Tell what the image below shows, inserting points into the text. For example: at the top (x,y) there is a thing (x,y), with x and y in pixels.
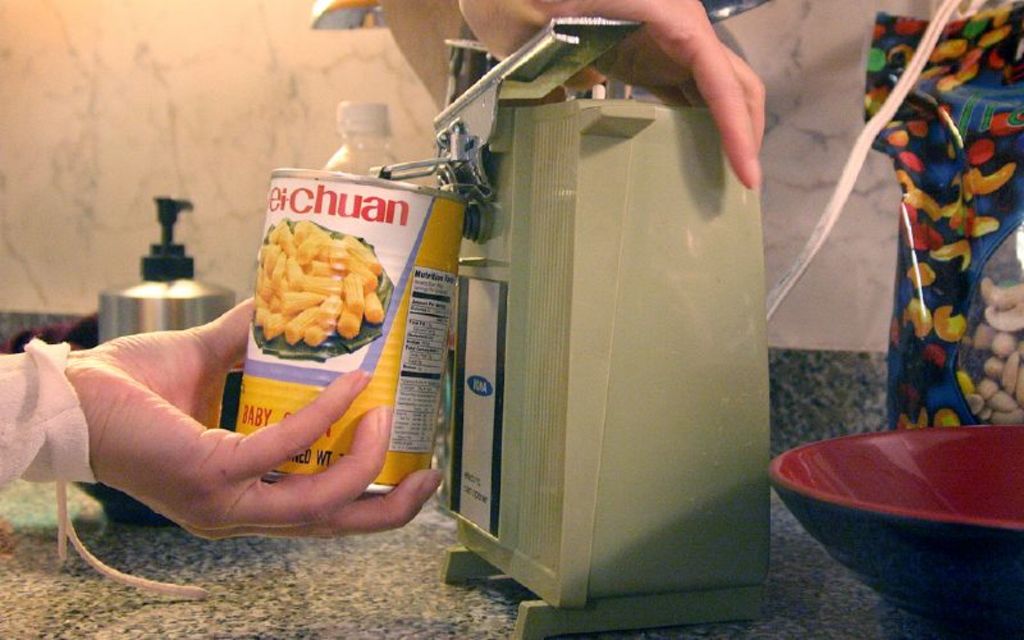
In this image I see the person's hands (675,6) and I see a can (298,179) on this hand (228,443) and I see a thing (494,561) over here and I see the red color bowl (978,541), a bottle (166,266) and another thing (151,267) over here and I see the colorful cover (983,29) over here and all these things (995,485) are on a white and black surface (7,602). In the background (109,164) I see the wall (807,212) and I see a wire (787,295) over here.
